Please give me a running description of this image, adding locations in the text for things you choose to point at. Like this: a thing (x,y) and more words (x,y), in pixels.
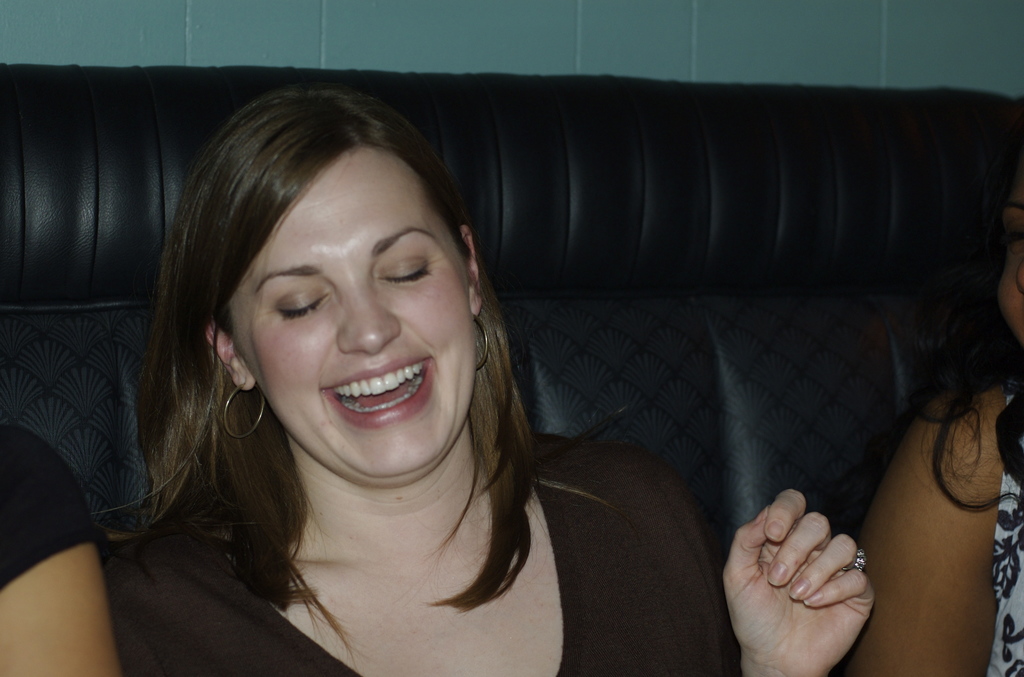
In this picture I can see a woman (487,408) in front (347,365) who is smiling and I see another woman (945,356) right to her and I see the black color thing (643,255) in the background (110,174) and I see the blue color wall (887,44) and I see another person (50,531) on the left bottom of this image (39,594).
